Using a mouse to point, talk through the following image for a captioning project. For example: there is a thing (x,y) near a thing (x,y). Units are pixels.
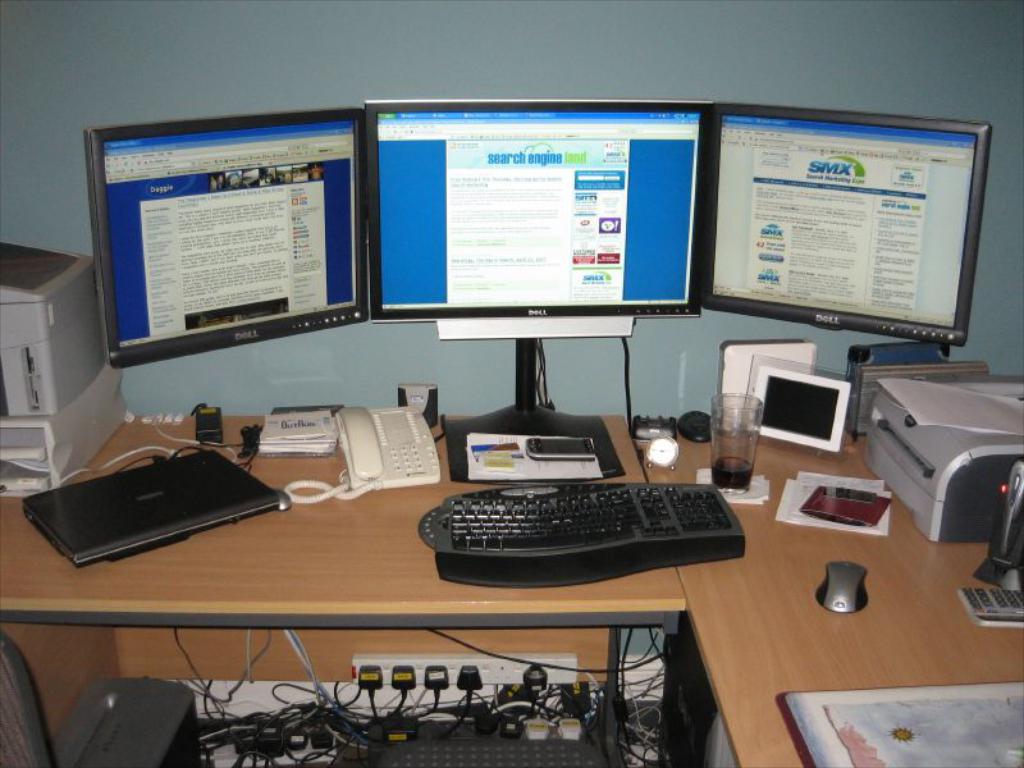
In this image, There is a table (771,607) which is in yellow color on that table (7,532) there is a keyboard (608,518) which is in black color and there is a laptop (125,512) in black color, There is a telephone (345,461) in white color on the table (293,523), There are some computer (308,202) kept on the table (239,421), There is a glass (736,456) on the table (707,458), In the right side (920,460) there is a printer (944,447) in white color, In the background (42,89) there is a blue color wall (363,82).
